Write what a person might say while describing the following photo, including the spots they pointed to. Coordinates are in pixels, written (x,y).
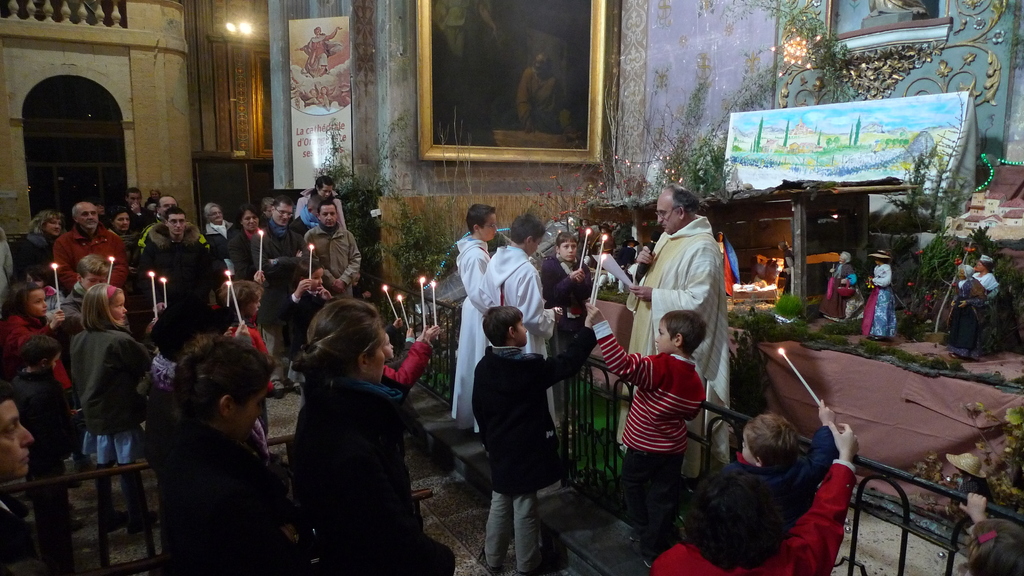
In the center of the image (348,323) we can see people (95,339) holding candles (423,301) in their hands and standing. In the background of the image (749,27) there is a wall (688,24) on which there are photo frames (432,21). There is a window (61,89). There is a metal fencing (599,366). To the right side of the image (879,337) there are statues (774,277).
